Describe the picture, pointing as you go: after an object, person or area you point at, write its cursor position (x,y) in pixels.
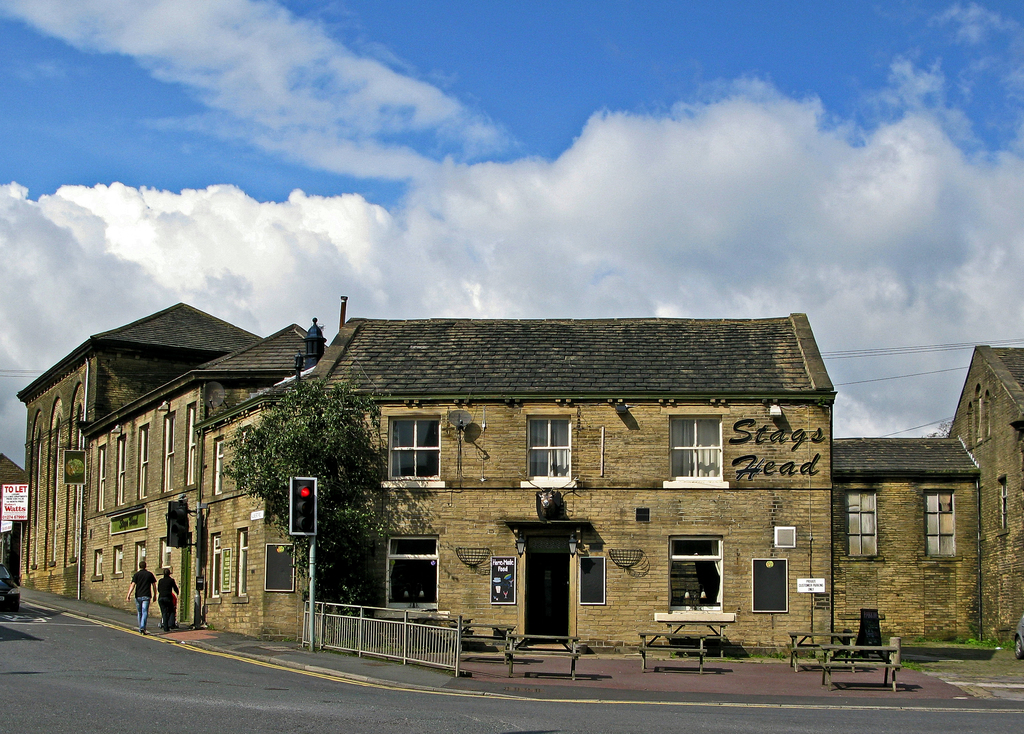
At the center of the image (507,446) there are buildings (477,509), in front of the building (535,590) there are benches (511,645), railing (410,634), signal pole (316,515), trees (336,517) and few (176,590) are walking on the path (106,608) of a road (155,684). In the background (280,141) there is a sky (488,187).
